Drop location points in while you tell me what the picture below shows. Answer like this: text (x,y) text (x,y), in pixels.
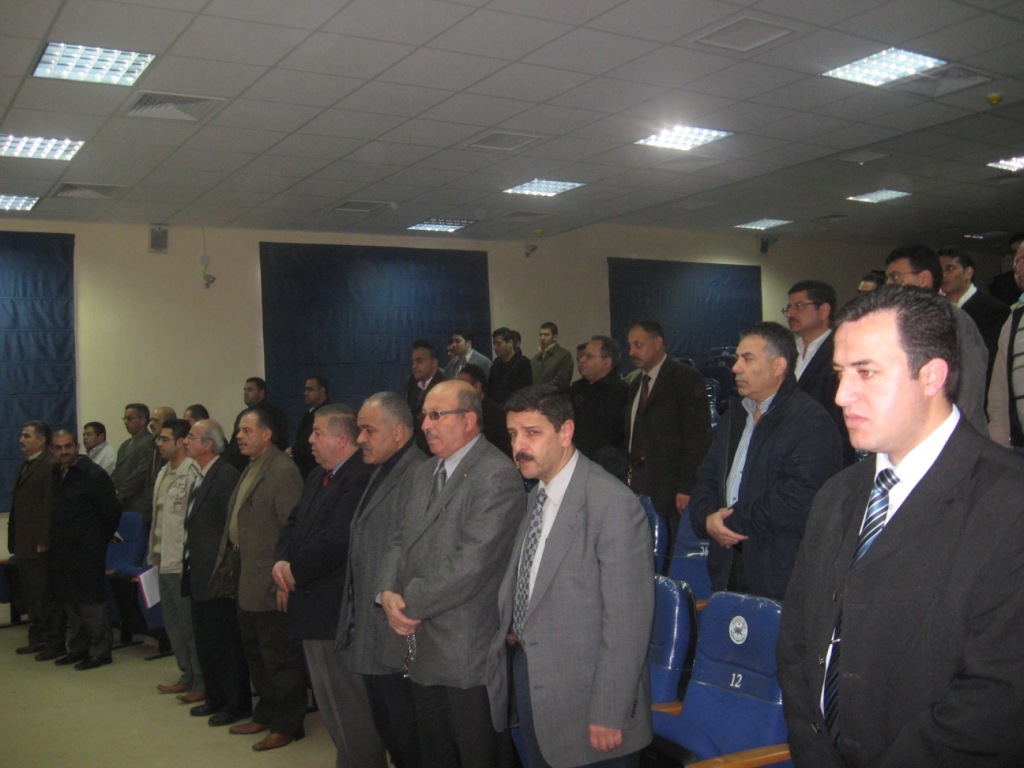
In this image I can see a group of people (465,411). I can see the chairs (705,689). At the top (112,76) I can see the lights (546,196).
